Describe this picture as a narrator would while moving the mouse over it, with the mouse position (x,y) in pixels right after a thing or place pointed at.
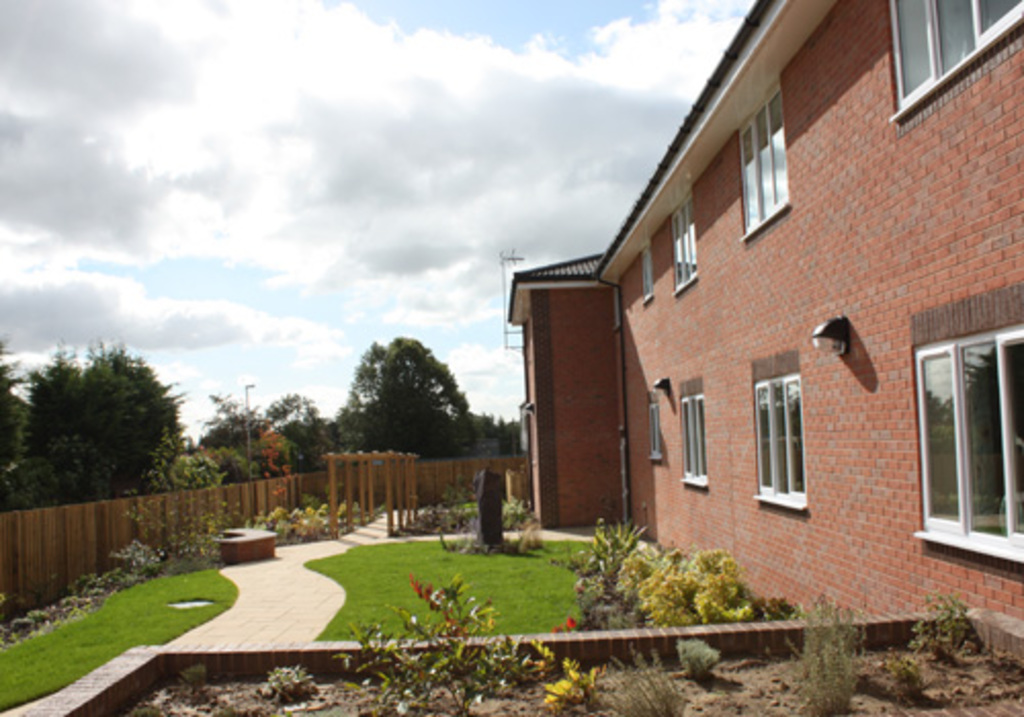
In this picture we can see a building (537,483) and a few windows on it. There are some lights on this building (620,298). We can see some fencing (12,570) and a pole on the left side (257,480). Some grass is visible on the ground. Sky (365,334) is blue in color and cloudy.
